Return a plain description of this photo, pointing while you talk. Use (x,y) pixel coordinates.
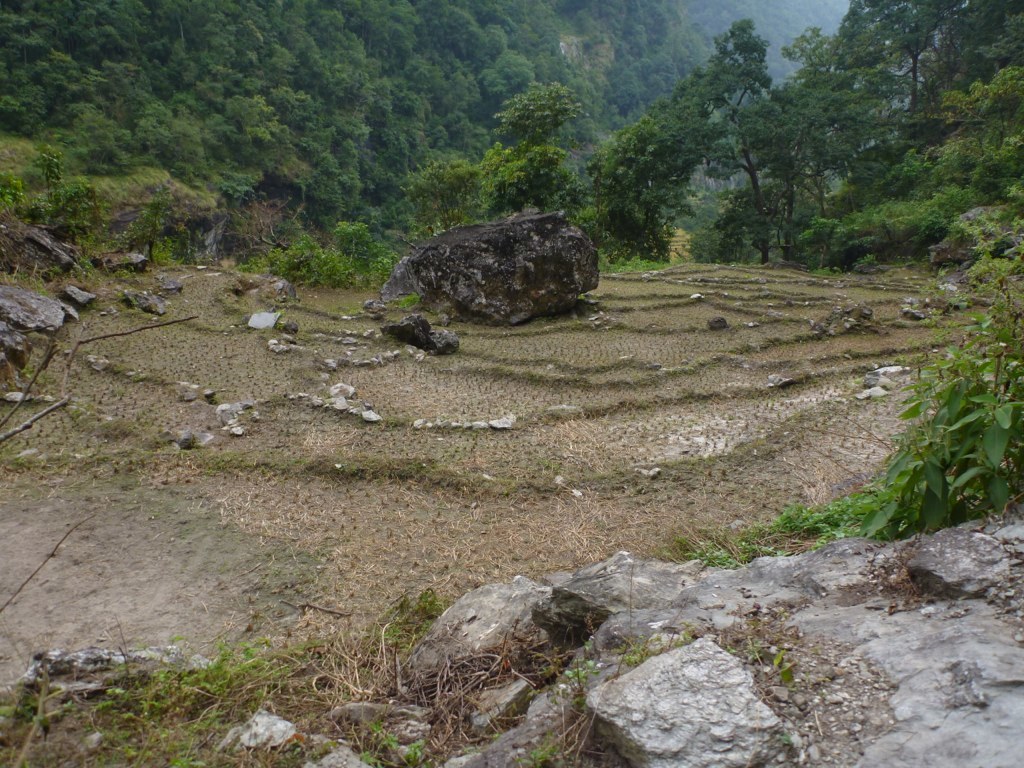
In this image there is a field (493,464), in that field (518,396) there are rocks (577,251), in the background (697,44) there are trees (763,142).
